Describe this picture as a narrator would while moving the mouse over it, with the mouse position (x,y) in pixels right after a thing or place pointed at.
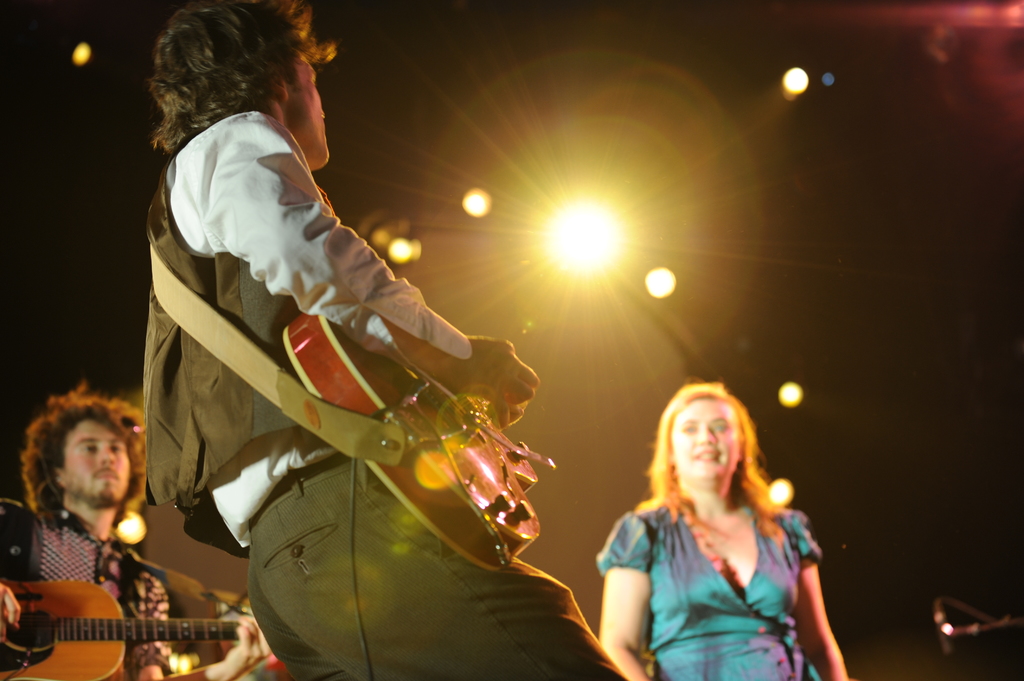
There are three persons (237,378) standing on a stage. They are playing a musical instruments (316,332). We can see in the background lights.
